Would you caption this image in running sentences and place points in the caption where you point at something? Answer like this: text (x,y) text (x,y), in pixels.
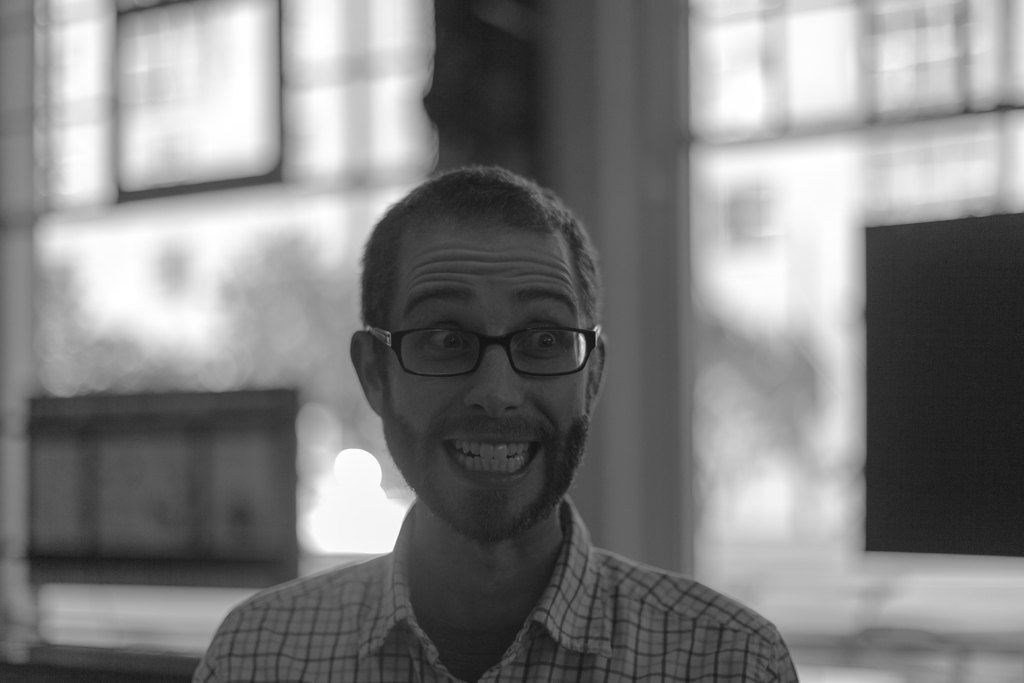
There is a man (456,350) wore spectacle (455,367). In the background (722,174) it is blur.
